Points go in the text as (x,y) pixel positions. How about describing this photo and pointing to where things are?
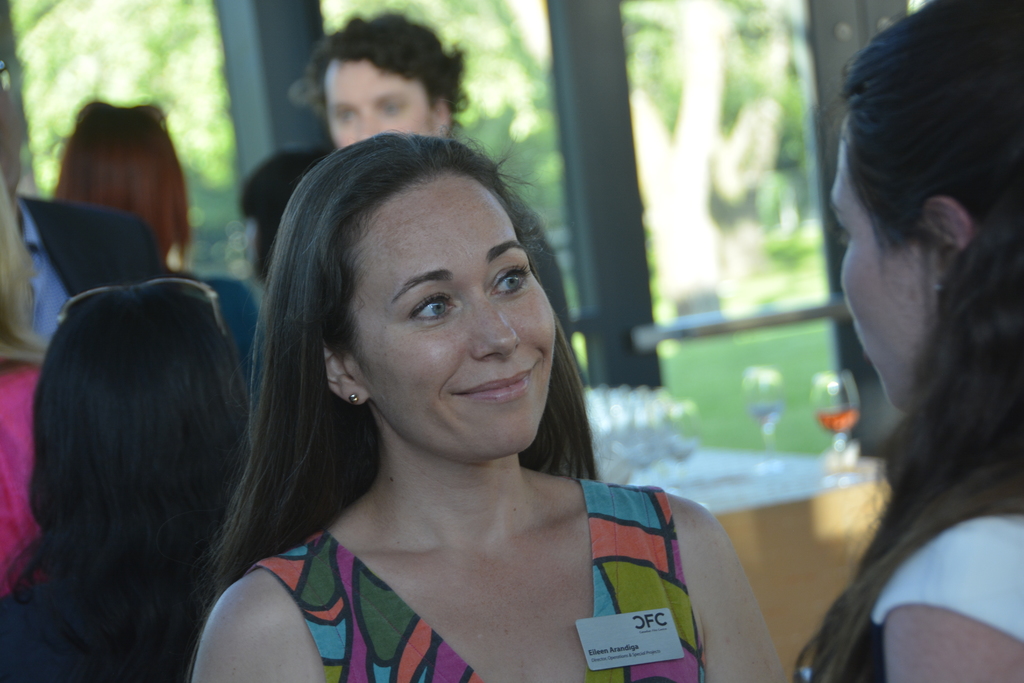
In the center of the image (454,403) we can see a woman (449,507) smiling. Image also consists of a few other people (439,122). There is a table (736,488) and on the table (752,453), we can see the glasses (847,400). In the background (732,210), we can see the glass windows (676,126) and through the glass windows (368,12) we can see the grass (712,368) and trees (475,89).
